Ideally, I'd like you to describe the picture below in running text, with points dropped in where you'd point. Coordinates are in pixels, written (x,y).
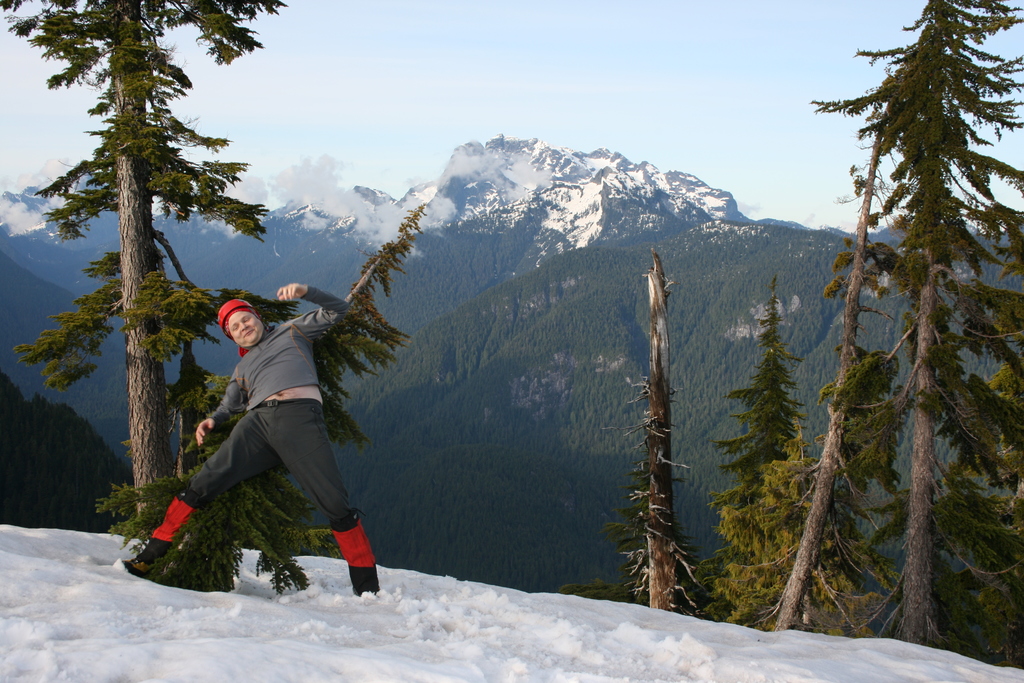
In this image, on the left (280,441) there is a man (286,450), he wears a t shirt (283,362), trouser (286,462), cap (235,307). At the bottom (327,593) there is an ice (380,626). In the background (553,350) there are trees (148,179), mountains (529,249), clouds (324,172), sky (728,107).
